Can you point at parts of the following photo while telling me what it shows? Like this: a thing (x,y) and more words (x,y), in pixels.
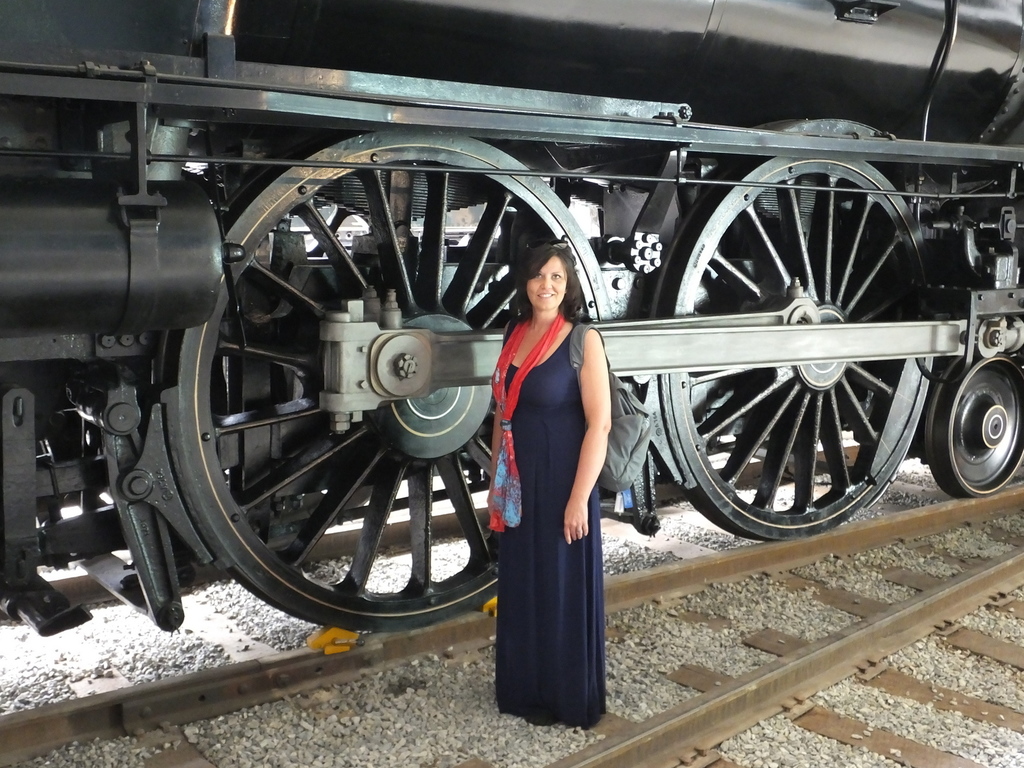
This picture looks like a train (655,236) on the railway track (97,732) and I can see a woman (560,438) standing with a smile (549,296) on her face (543,282) and I can see a scarf (535,360) and few small stones (291,729) on the ground (412,683).
